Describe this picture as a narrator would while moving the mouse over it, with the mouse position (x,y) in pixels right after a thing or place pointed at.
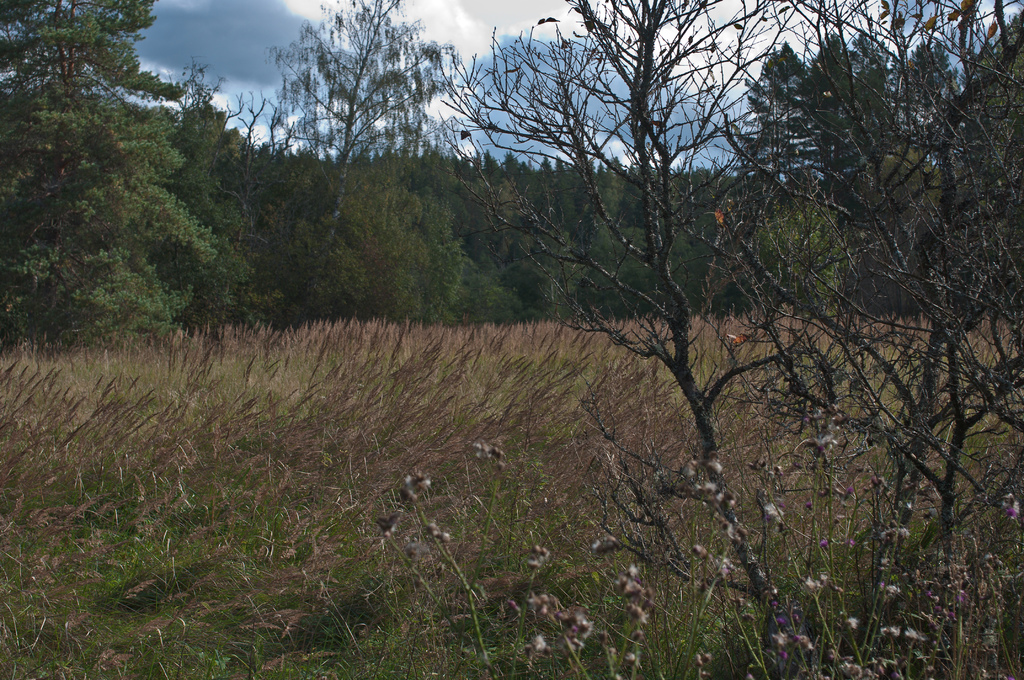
These are the trees (335,193) with branches (669,166) and leaves (749,286). I can see the dried grass (316,488). These are the clouds (481,30) in the sky (399,16).
